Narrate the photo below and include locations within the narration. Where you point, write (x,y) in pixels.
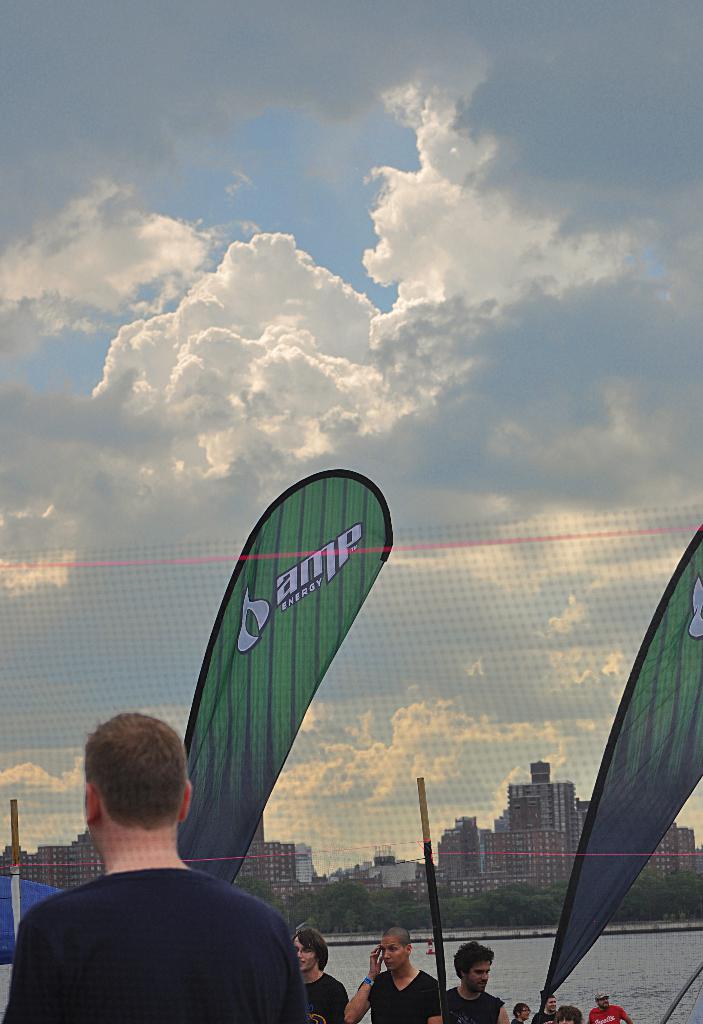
In the picture we can see a net (588,970), from it we can see some people (240,980) are standing, and behind them, we can see the water surface (634,957), trees (502,917), buildings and the sky (79,774) with clouds (385,463).
